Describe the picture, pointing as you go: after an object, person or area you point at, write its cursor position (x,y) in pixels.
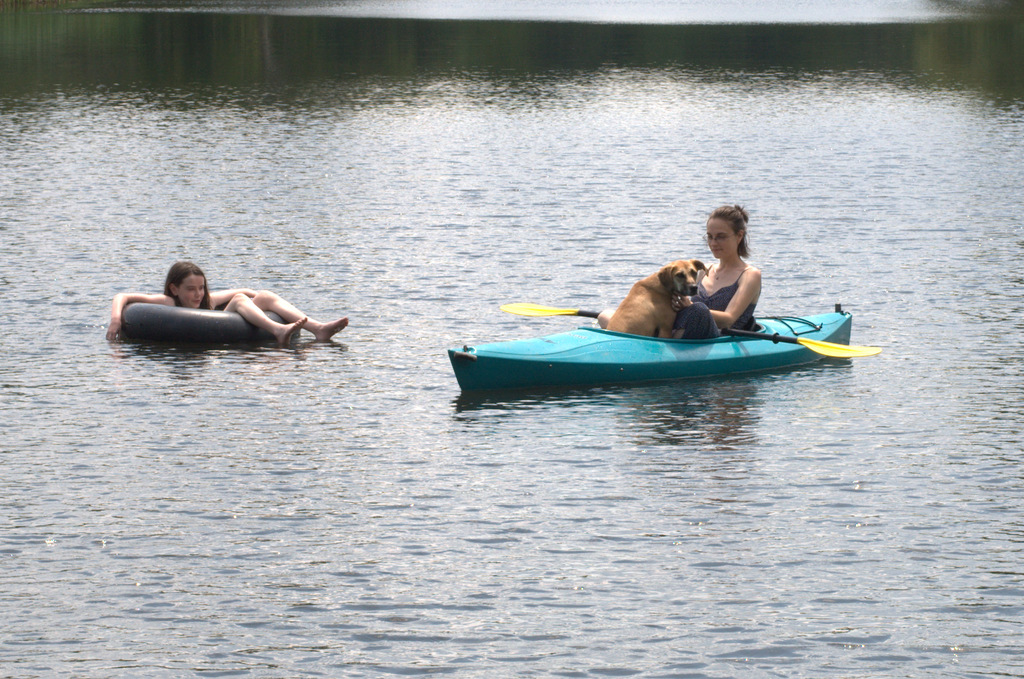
In this image there is water (531,490) and we can see a boat (794,361). There is a lady (705,300) and a dog (645,324) in the boat (639,352). On the left (195,306) we can see a girl (272,328) sitting on the swimming ring (191,336).
